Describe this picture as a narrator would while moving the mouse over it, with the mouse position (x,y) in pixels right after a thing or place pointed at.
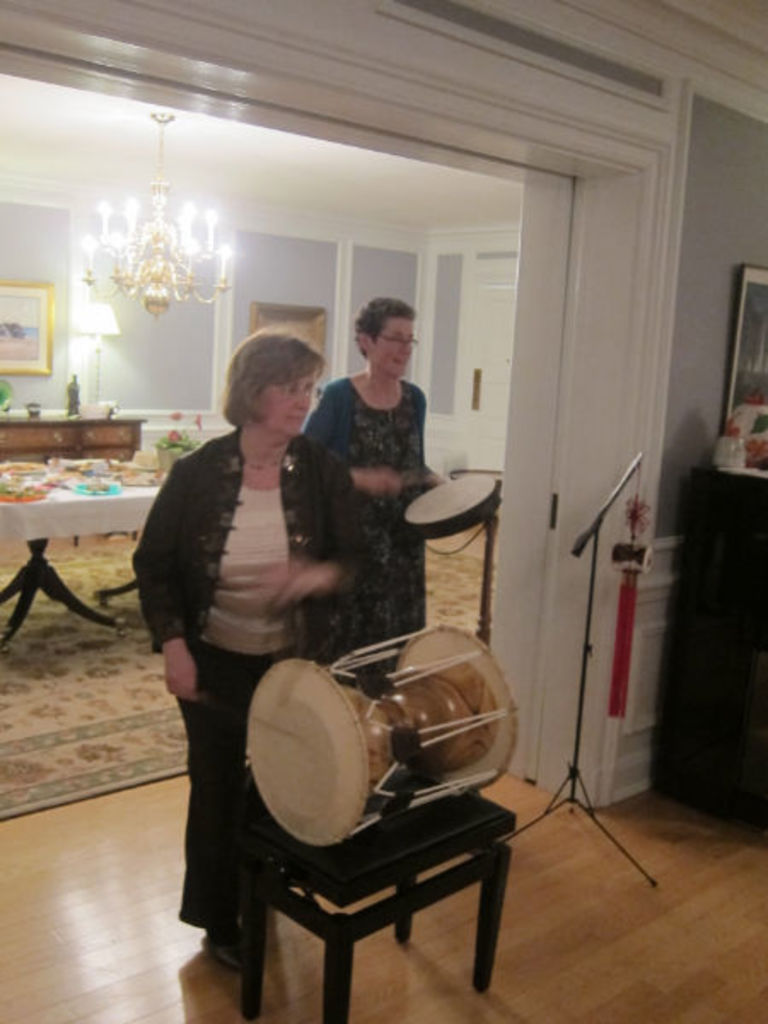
Here we can see two woman (290,510) Standing and playing drums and in front of them there is a microphone (578,548) present and behind them there is a table (85,473) full of food (13,482) and at the top (158,294) we can see a chandelier (149,242) on the wall (121,294) we can see a portrait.
